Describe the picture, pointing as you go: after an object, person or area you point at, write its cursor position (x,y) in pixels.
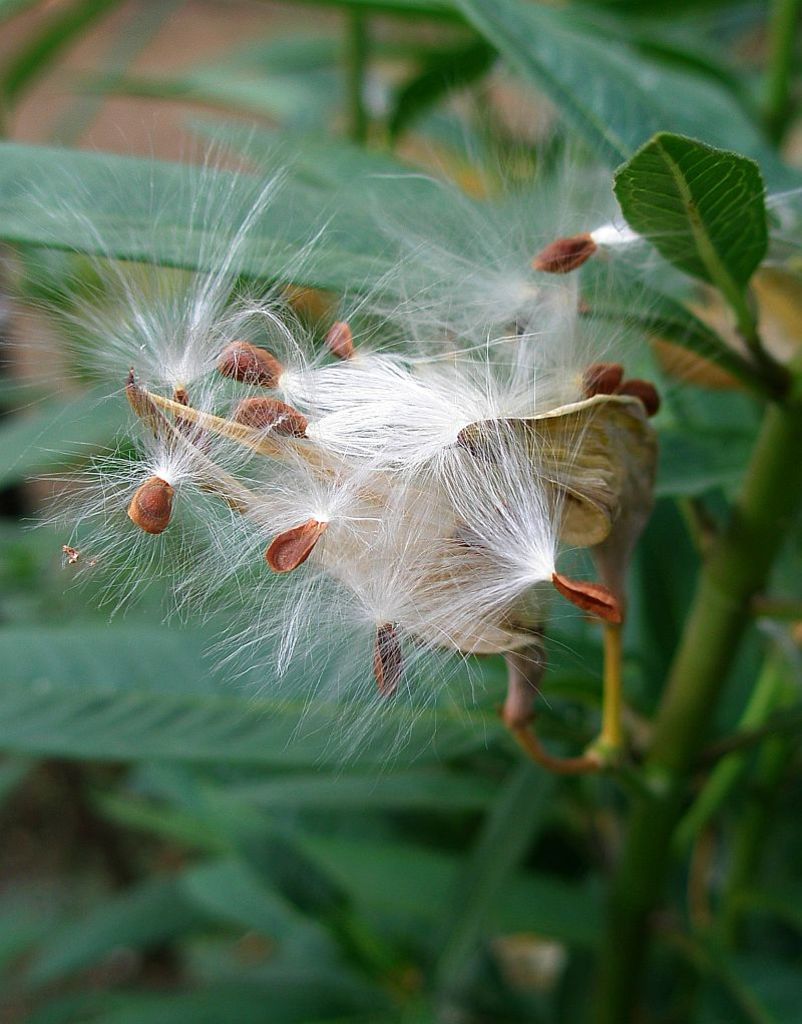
This is a zoomed in picture. In the center (397,365) there is a white color object (481,431) seems to be the flowers (401,455) and buds (380,562) and we can see the green leaves (613,80) and stems (610,677) of the plants (390,229).
